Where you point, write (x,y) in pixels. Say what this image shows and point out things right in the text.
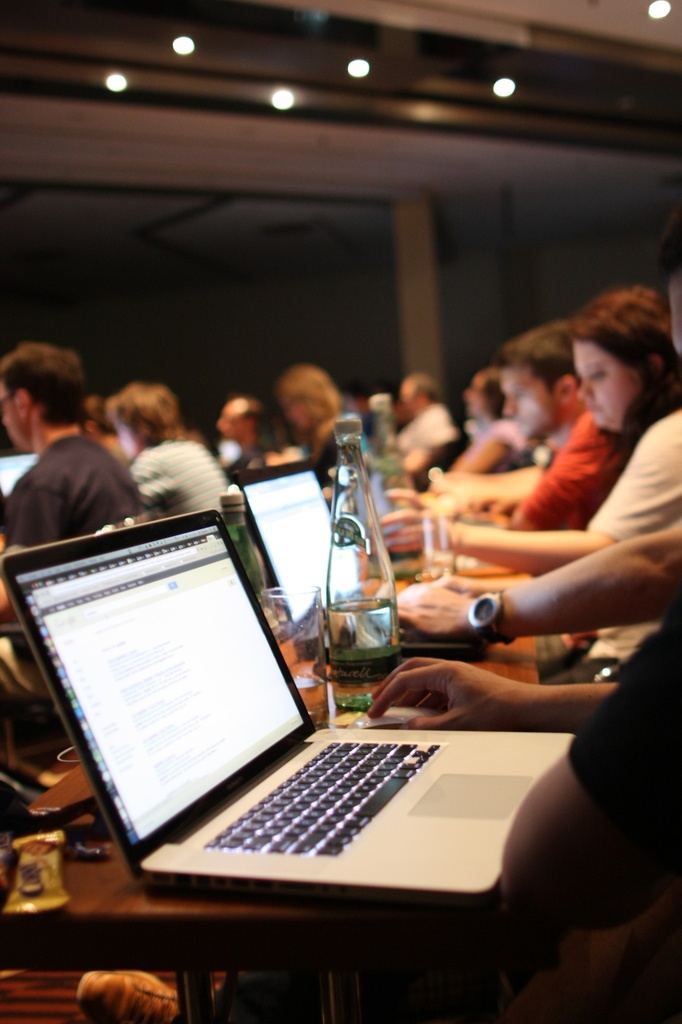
In this picture we can see silver laptop (106,642) on the table top (334,711). beside we can see many person (539,416) sitting and working on the laptop (317,742). Above we can see the ceiling (299,215) with some spotlights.
